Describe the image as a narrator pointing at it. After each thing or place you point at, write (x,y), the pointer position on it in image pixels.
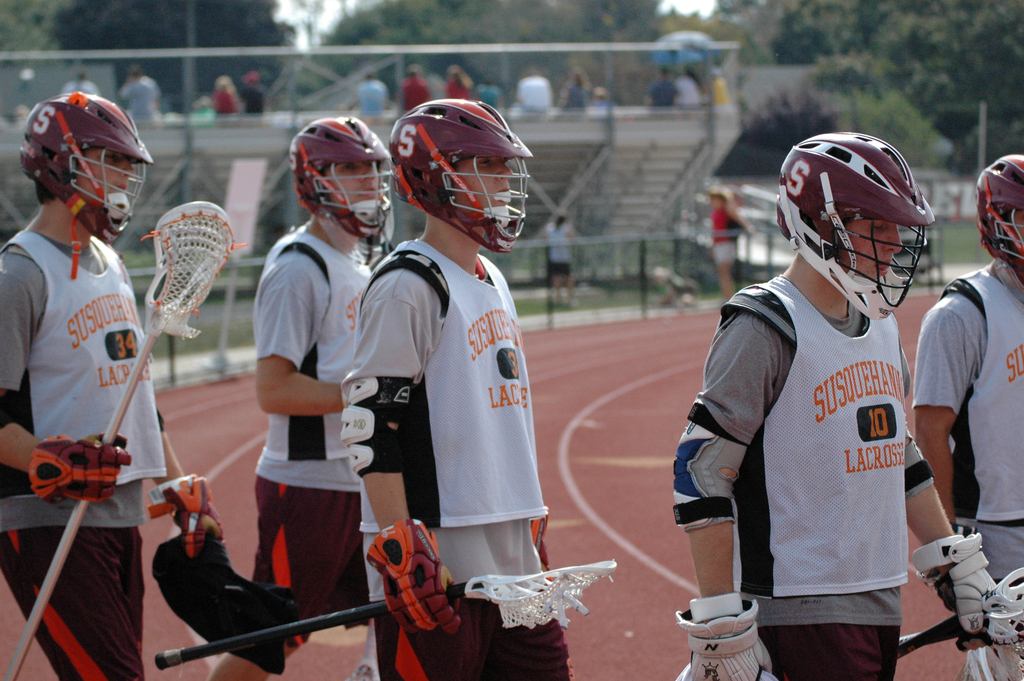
There are many people (425,376) wearing helmet (316,203) and gloves (382,568). Some are holding sticks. In the background (571,77) it is blurred and there are steps (639,160), trees (620,82) and people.
